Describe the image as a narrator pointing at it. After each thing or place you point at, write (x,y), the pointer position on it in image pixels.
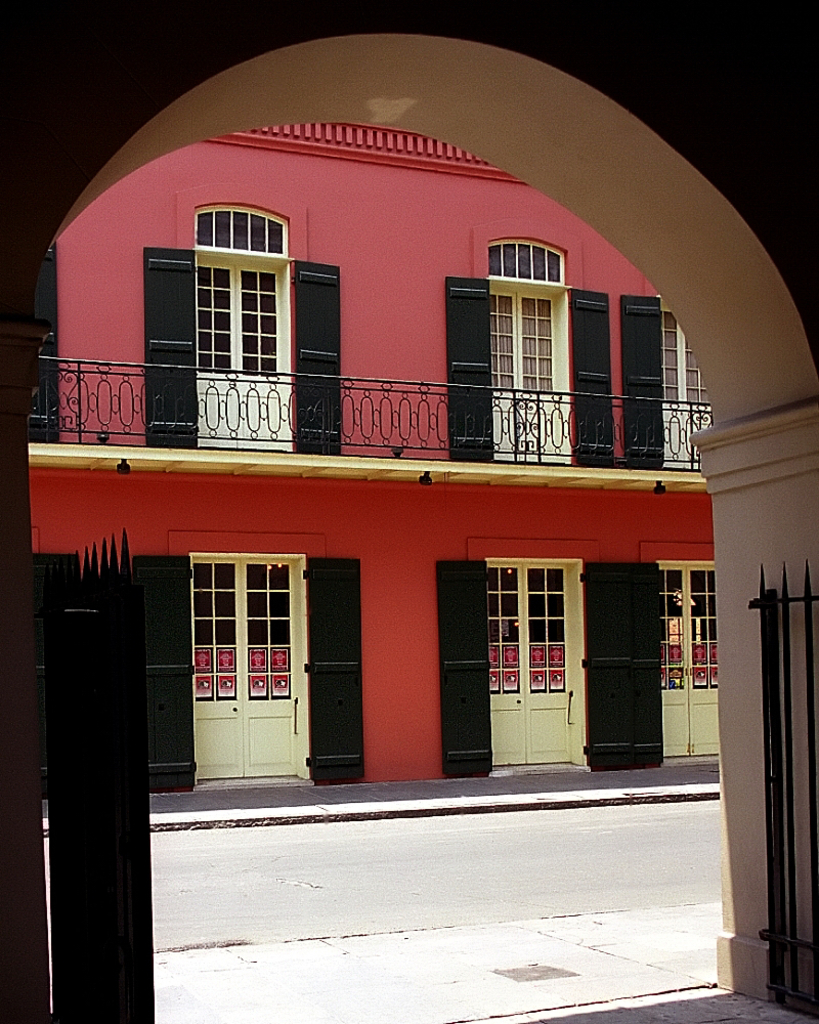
In this picture we can see a gate (141,846), arch (728,708), road (568,813), building (491,170) with doors (242,333).
